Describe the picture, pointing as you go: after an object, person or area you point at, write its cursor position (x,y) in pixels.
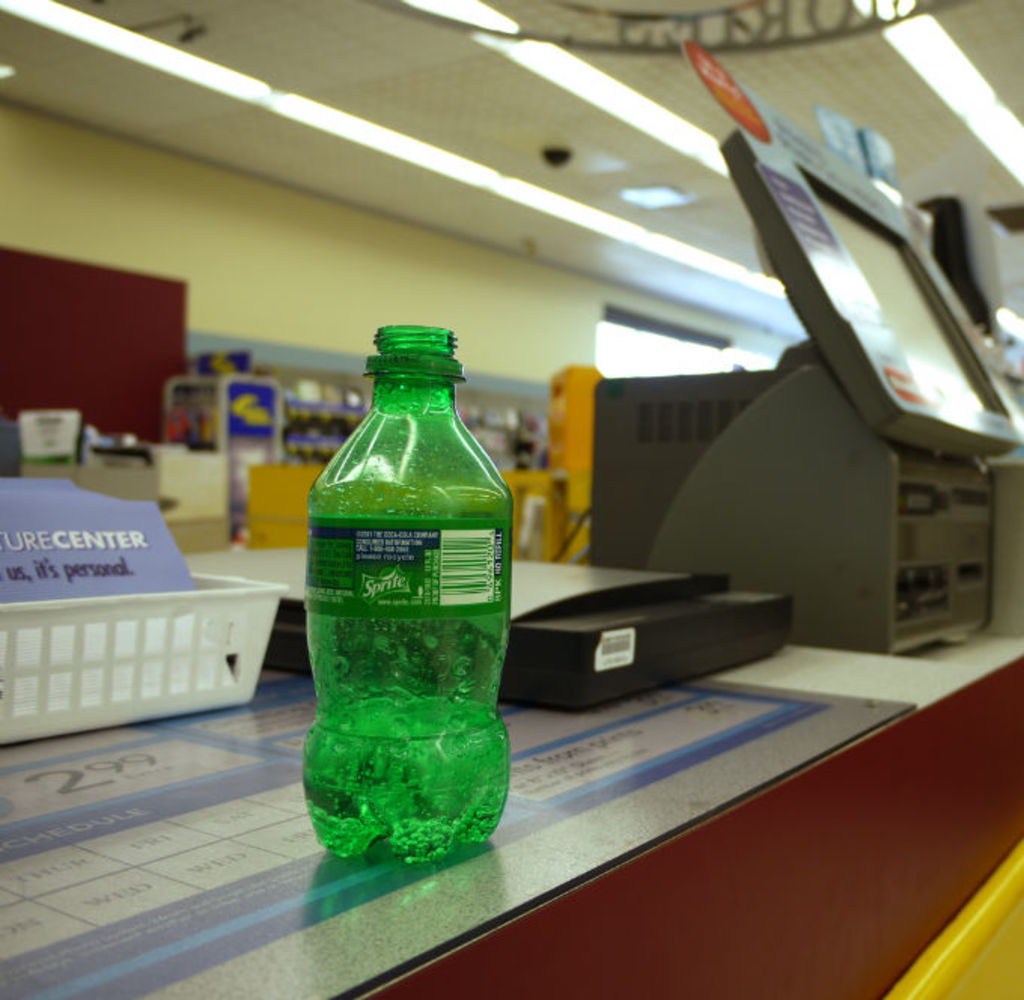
In this image i can see there is a plastic bottle (423,616) and other machines (716,502) on a table (574,897).
